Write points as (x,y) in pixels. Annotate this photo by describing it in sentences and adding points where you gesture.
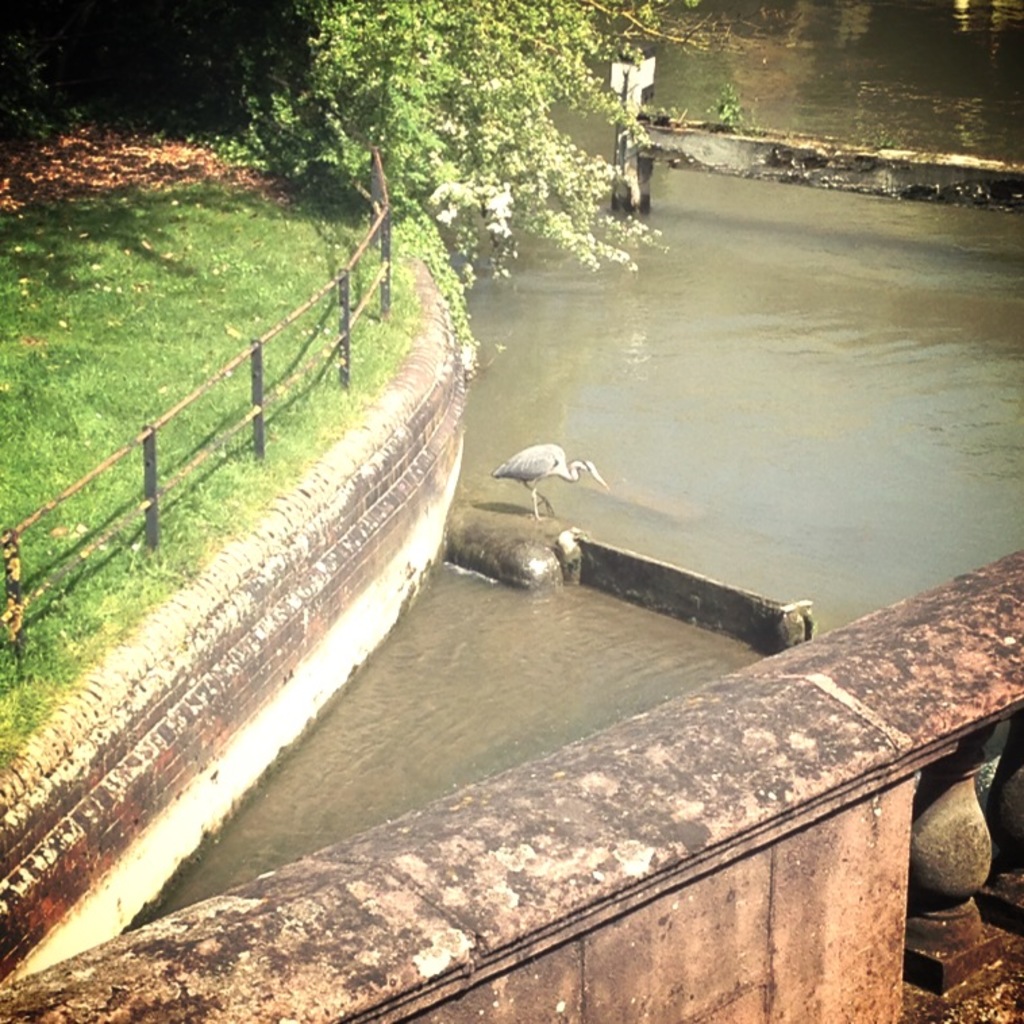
This picture is clicked outside. In the foreground (710,762) we can see a railing like object (883,872). In the center (538,460) we can see a bird (551,470) standing on the rock (545,551) and we can see some objects (637,91) in the water body (742,351). On the left (260,250) we can see the metal rods (12,536), green grass (251,258), plants (319,82). In the background (863,182) we can see the plants (731,113) and some objects (709,150).
